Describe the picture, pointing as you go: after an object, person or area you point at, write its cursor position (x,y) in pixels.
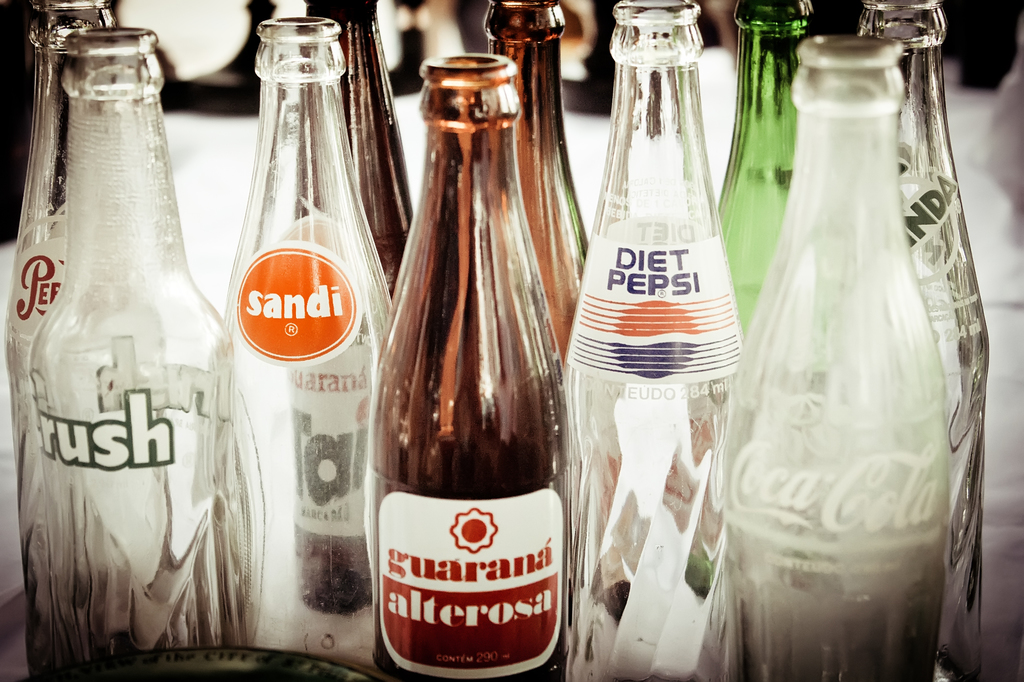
there are many glass bottles (578,456) on which sandi, diet pepsi, coca cola are written.
